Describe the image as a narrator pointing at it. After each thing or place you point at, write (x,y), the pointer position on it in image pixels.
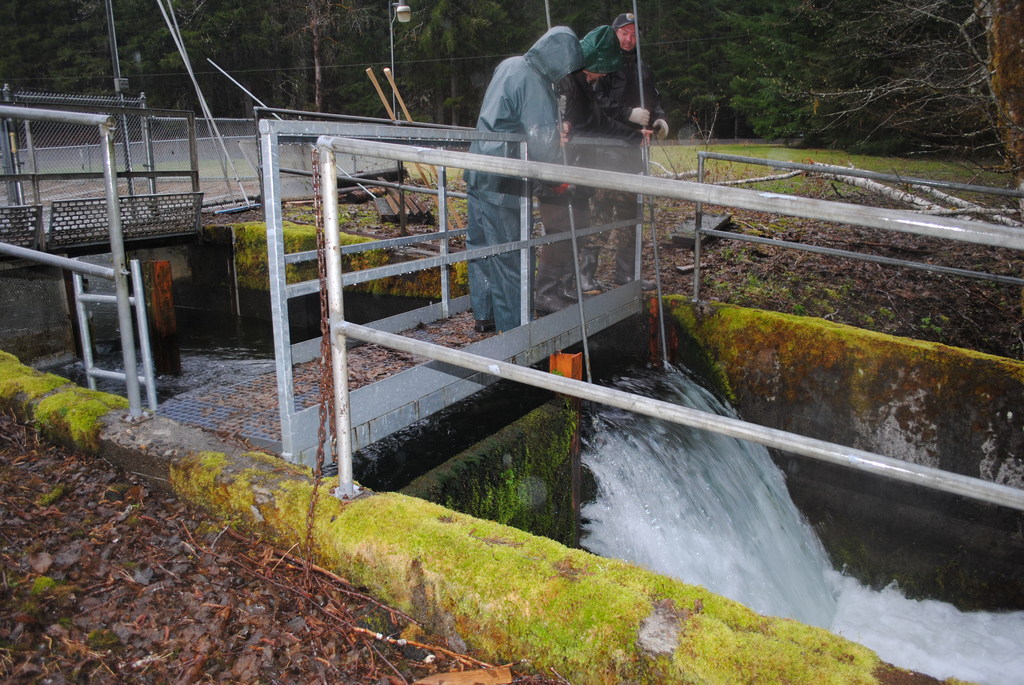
In this picture we can see three people (510,66) are standing and holding sticks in their hands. There is water (757,507). There is some fencing (609,183) from left to right. We can see a streetlight (396,13) and a few trees (536,23) in the background (866,34).
